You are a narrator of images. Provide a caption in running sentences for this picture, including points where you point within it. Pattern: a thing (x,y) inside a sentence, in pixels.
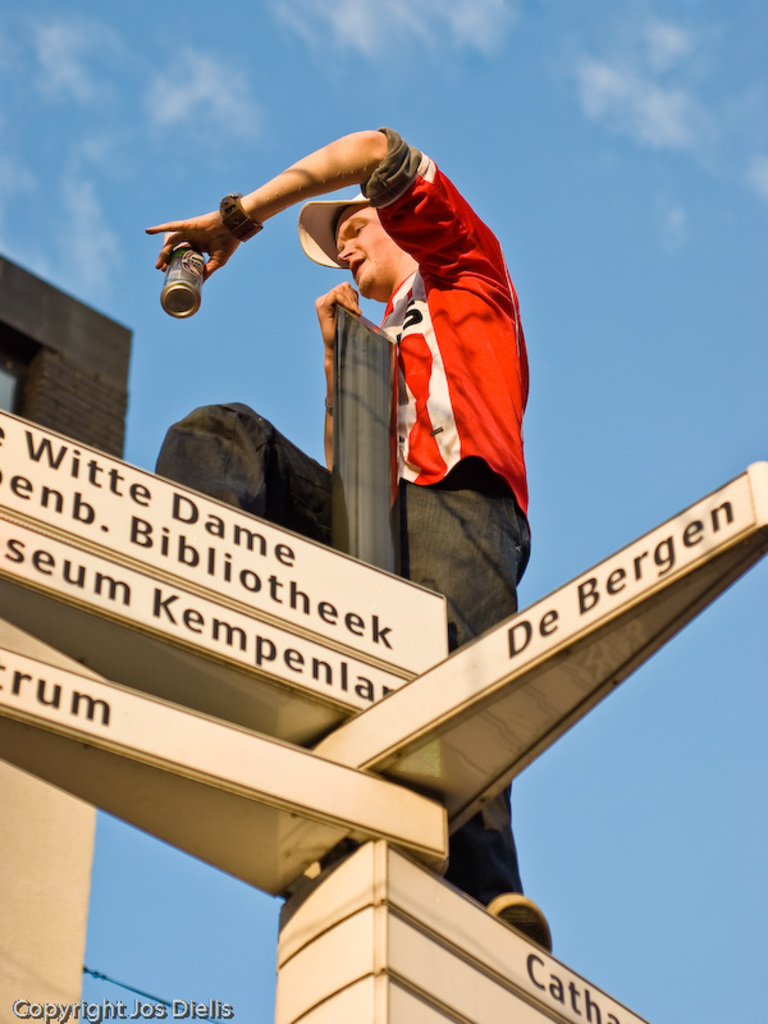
In this picture we can see a person (200,250) holding a can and standing on a pole (336,416). There are a few boards (562,699) on this pole (342,458). We can see a text (144,1010) on the left side (158,1010). Sky (223,144) is blue in color.
